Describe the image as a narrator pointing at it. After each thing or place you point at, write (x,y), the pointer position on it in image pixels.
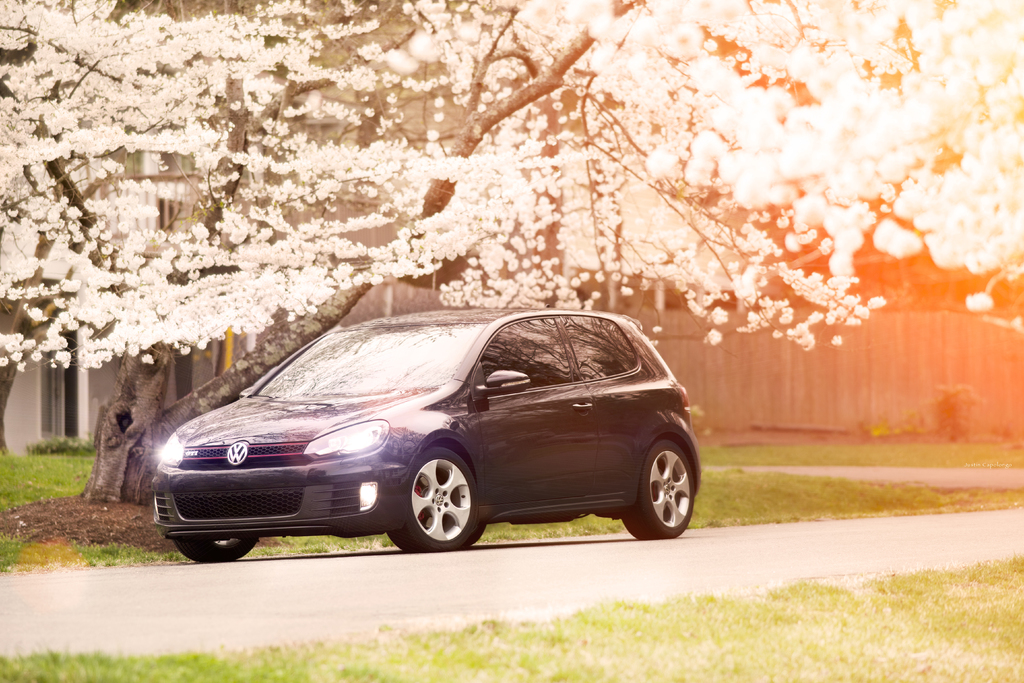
In this picture there is a black color car (374,421) on the road (449,594). At the back (789,318) there is a building (70,359) and there is a wooden railing (706,367) and there are trees (22,320) and there are white color flowers (818,164) on the tree (216,128). At the bottom (636,638) there is grass (636,638) and there is a road (441,557).
